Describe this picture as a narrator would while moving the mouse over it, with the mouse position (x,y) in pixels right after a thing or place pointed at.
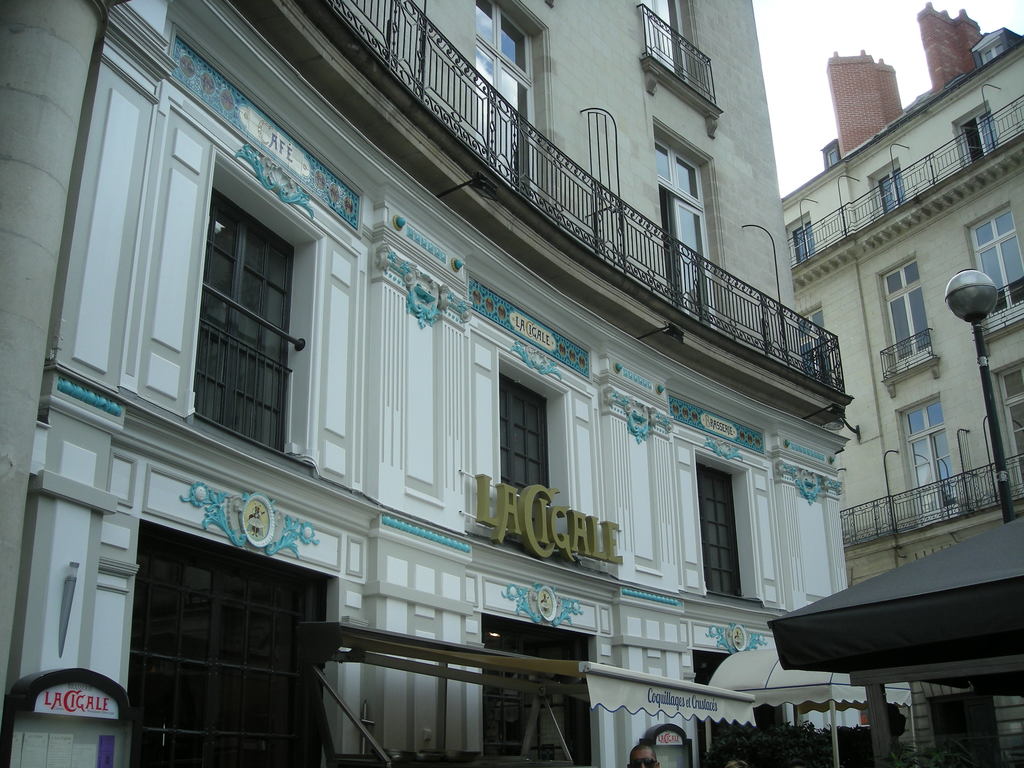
In this image we can see buildings (778,475) with glass windows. At the bottom of the image (785,750), we can see people (649,757) and plants (745,753). There is the sky (889,44) in the right top of the image (898,22).
